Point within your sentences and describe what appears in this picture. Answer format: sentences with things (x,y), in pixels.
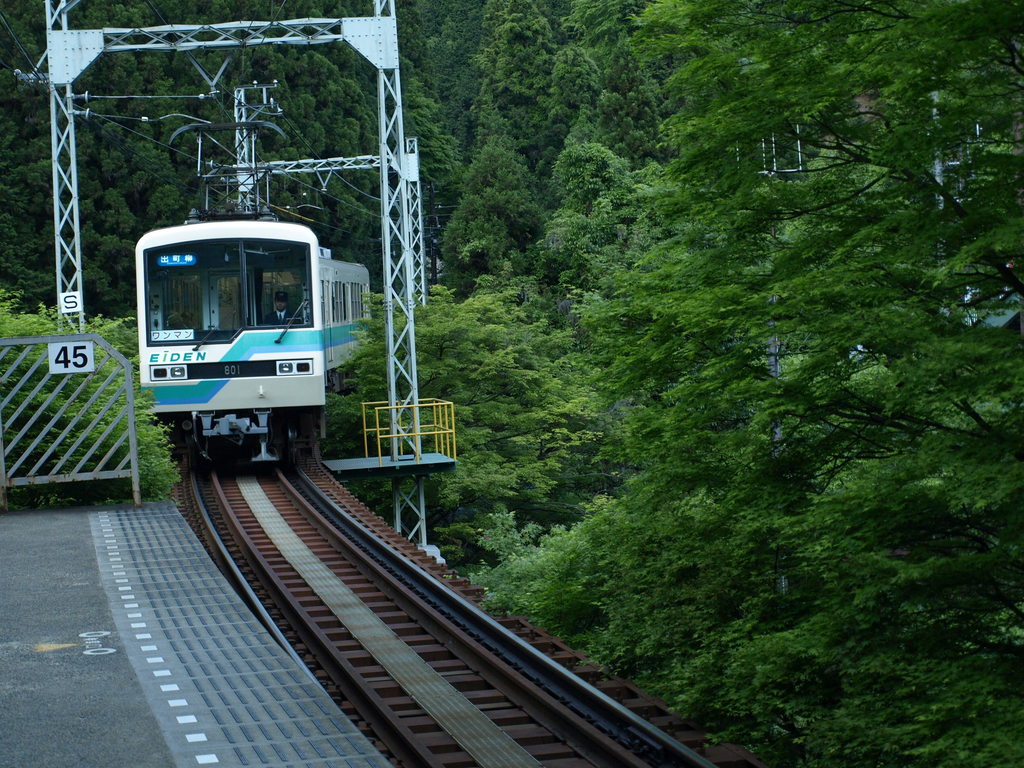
In the image there is a train (275,370) going on the track (438,756) with plants (751,414) on either side of it.
